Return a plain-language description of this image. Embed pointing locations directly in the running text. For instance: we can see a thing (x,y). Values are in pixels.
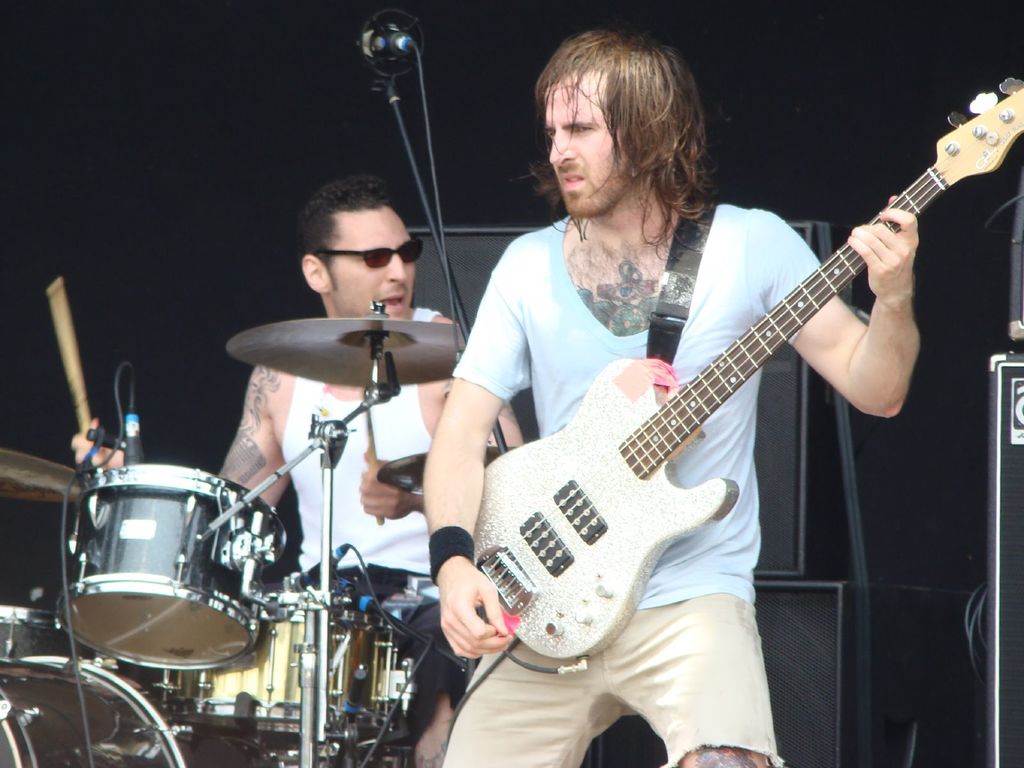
In this image we can see a person (647,686) wearing blue color T-shirt (727,446) playing guitar (639,553) and in the background of the image (345,506) there is a person (416,393) wearing white color dress (300,451) beating drums (98,623) there is microphone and some sound boxes (1019,767).
